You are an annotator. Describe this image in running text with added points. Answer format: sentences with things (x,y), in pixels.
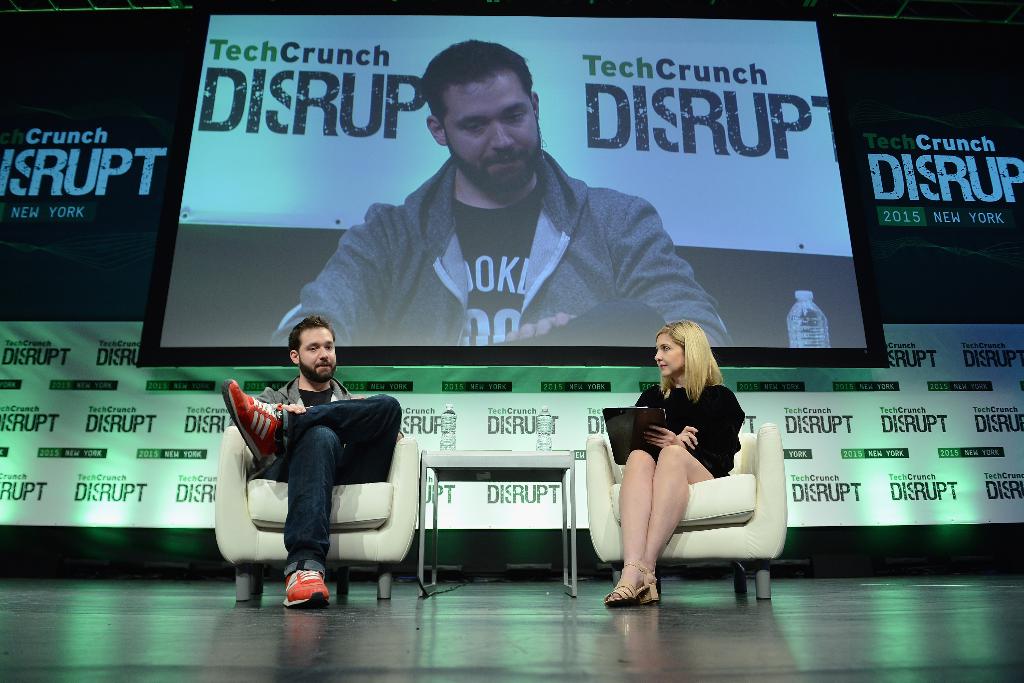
In this image we can see a man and a woman (654,481) sitting on the chairs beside a table (556,463) containing some bottles (548,448) on it. In that a woman (693,474) is holding a pad (640,428). On the backside (422,168) we can see a display screen (410,179) with the picture (463,150) of a person (450,148), a bottle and some text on it. We can also see a banner (137,428) with some text (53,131) on it. On the top of the image (103,10) we can see some metal poles (55,10).
